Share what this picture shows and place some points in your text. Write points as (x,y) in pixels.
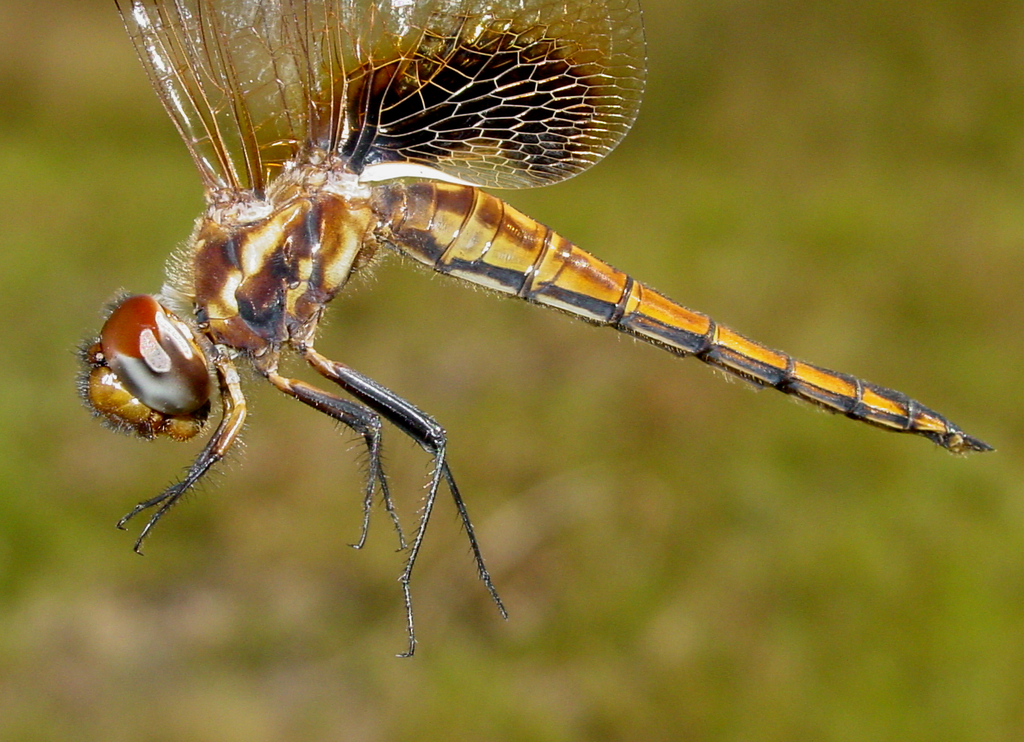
In this image we can see an insect (293,245) and a blurry background (53,628).
